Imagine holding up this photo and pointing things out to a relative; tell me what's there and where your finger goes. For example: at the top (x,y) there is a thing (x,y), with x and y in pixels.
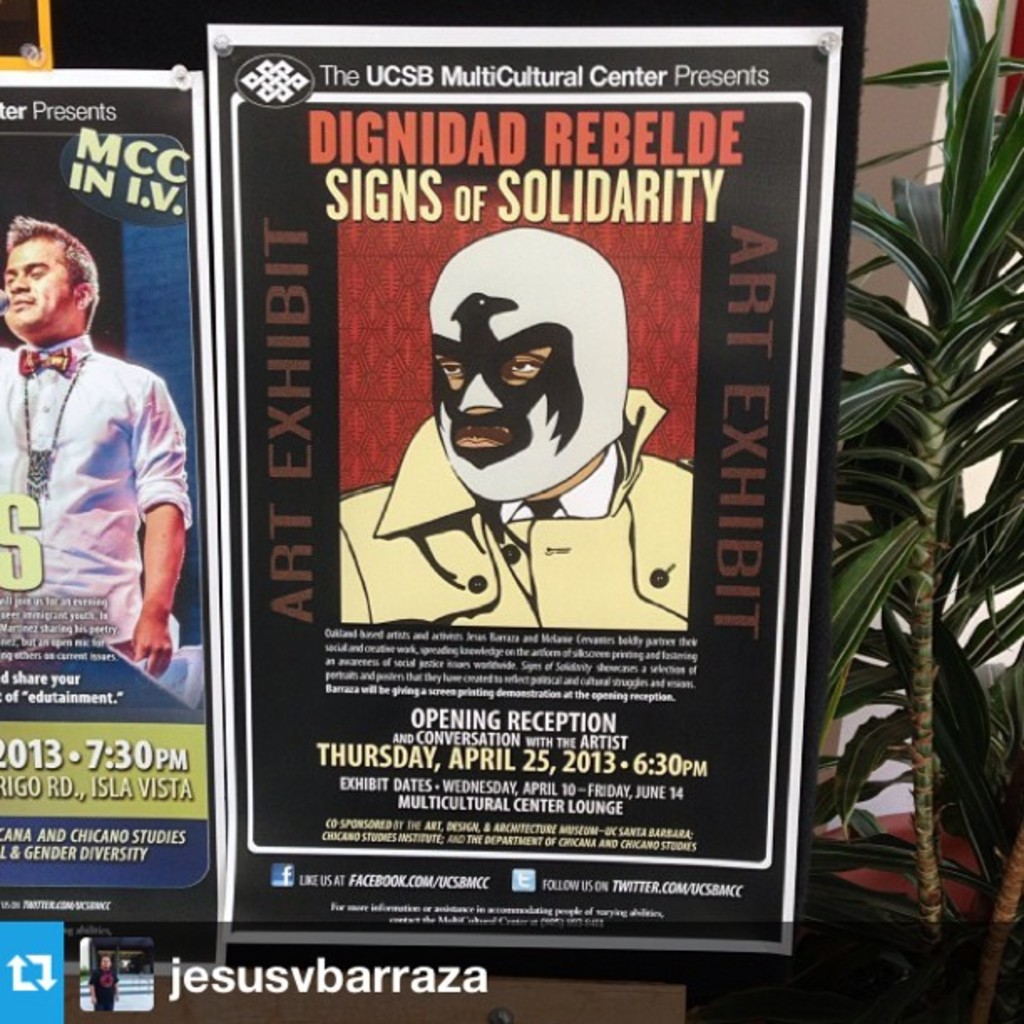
In the picture we can see two posters (608,808) to the board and beside it, we can see a part of the plant (883,525).
